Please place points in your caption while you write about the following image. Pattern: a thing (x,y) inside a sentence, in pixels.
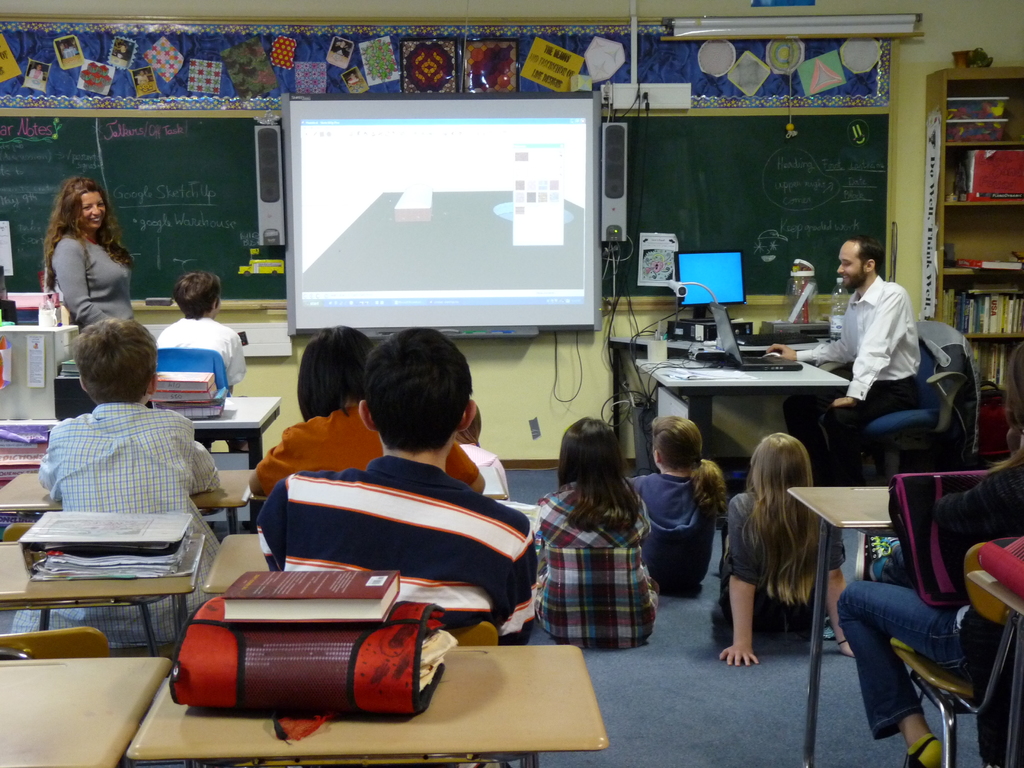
This picture shows few of them seated on the chair (1003,638) and a woman (99,260) standing and few of them seated on the floor (666,642) and we see bags (201,643), books (246,601) on the table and we see a man (873,400) seated on the chair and we see a monitor (728,285) and a keyboard (769,340) on the another table (774,402) and we see a projector screen (375,282) and speakers (259,159) on both sides of the projector (582,191) and we see wooden bookshelf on the corner of the room (944,198).
